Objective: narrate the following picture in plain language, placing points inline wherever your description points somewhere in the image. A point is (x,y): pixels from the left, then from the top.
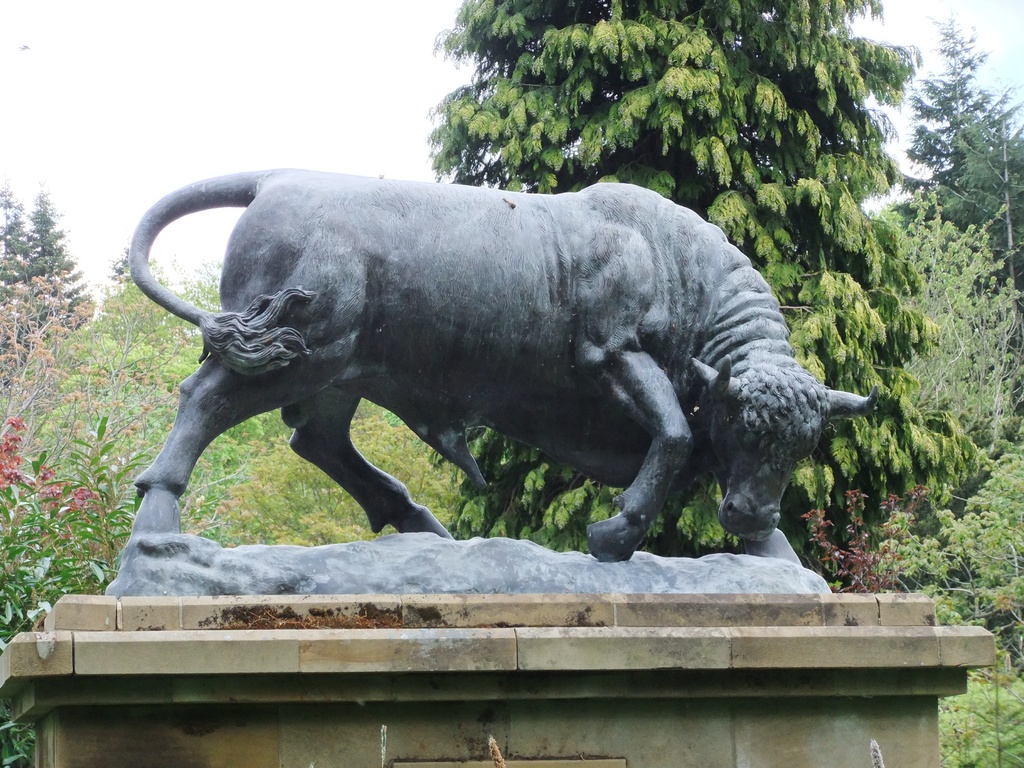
In this picture we can see a statue (570,376) on a pillar (301,683). There are a few plants (59,551) and trees (712,135) visible in the background (729,133).
